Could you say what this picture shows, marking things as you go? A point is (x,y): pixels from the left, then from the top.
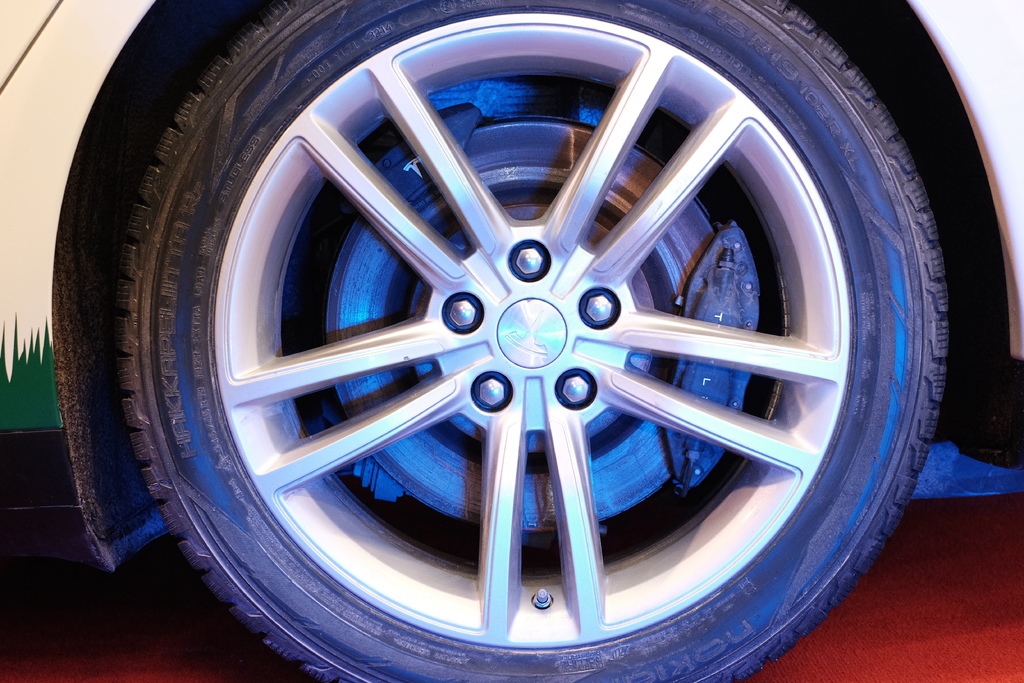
In this picture we can see a wheel (281,389) and tyre (866,213) of a vehicle (767,248).
